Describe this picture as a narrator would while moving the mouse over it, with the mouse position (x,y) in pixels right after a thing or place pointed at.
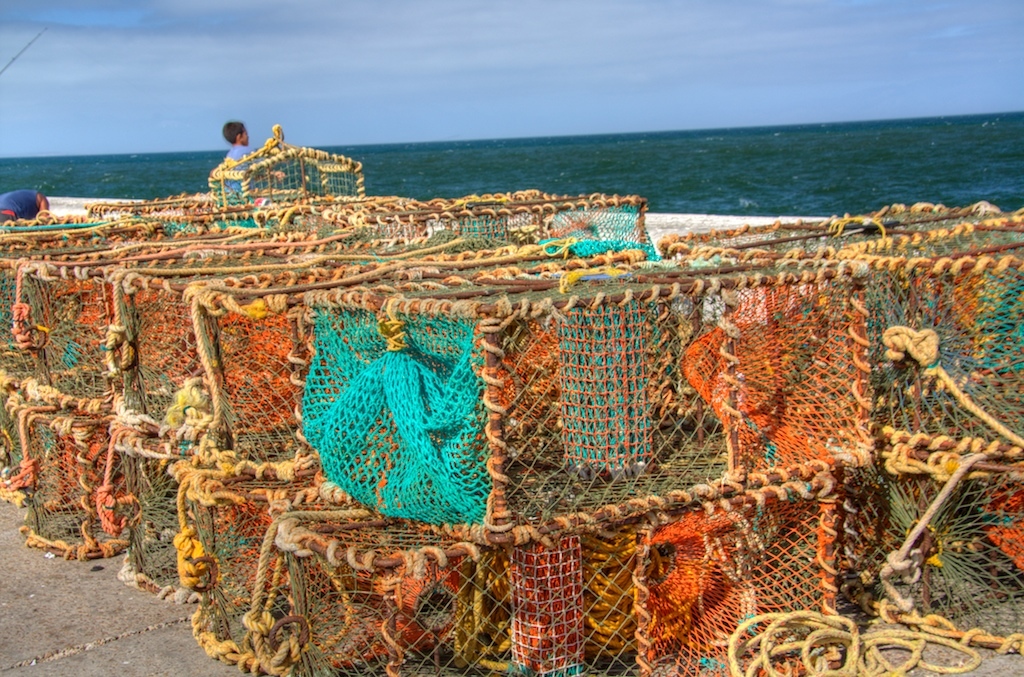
In this image there are fishing traps (386,471) covered with nets (374,344) and ropes (214,312), behind them there are two people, in the background of the image (824,174) there is a sea (493,159).
